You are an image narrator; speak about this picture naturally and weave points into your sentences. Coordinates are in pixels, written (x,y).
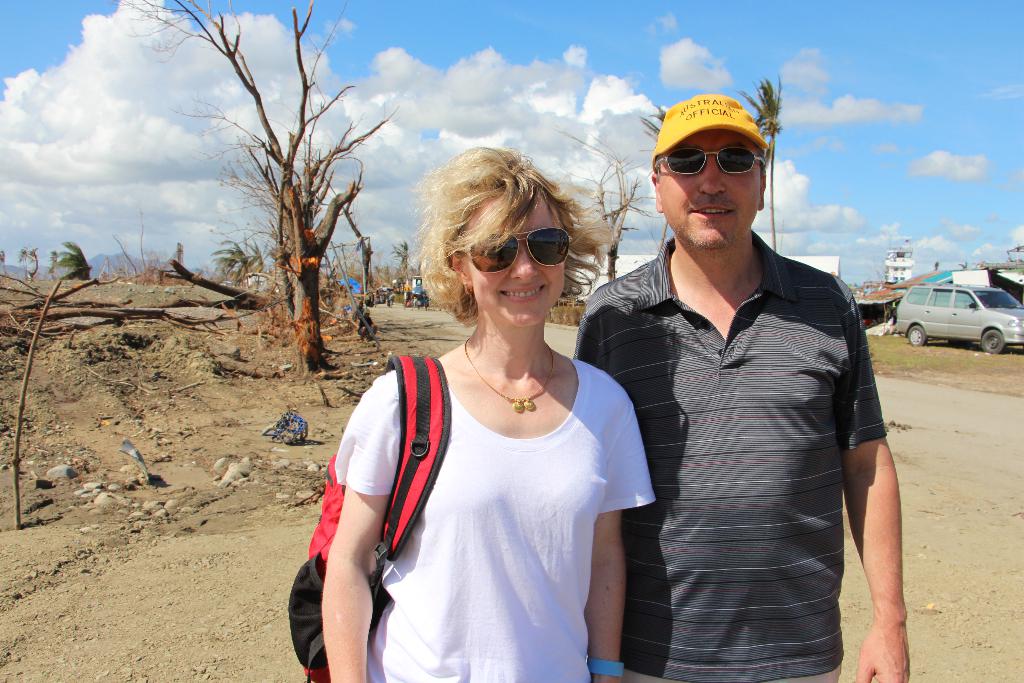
Here in this picture we can see a couple (581,360) standing on the ground (139,390) and we can see both of them are wearing goggles (753,155) and smiling and we can see the woman (500,468) is carrying a bag (404,415) and the man (685,142) is wearing cap (740,117) on him and behind him we can see some vehicles (932,300) present on the ground (126,379) and we can also see tents (894,287) and sheds (973,280) present and we can also see some part of ground (173,411) is covered with grass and we can see plants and trees (244,268) present and we can see other people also present in the far and we can see the clouds (628,212) in the sky (549,113).
